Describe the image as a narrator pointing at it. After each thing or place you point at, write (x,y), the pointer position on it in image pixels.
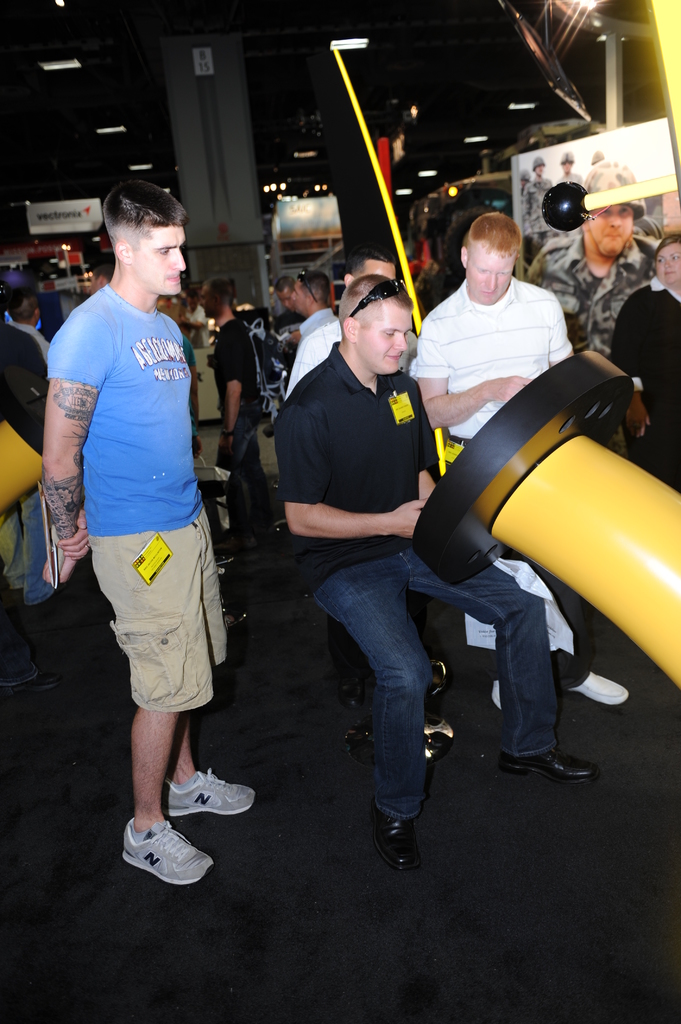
The picture is taken in a room (241,680). In the foreground of the picture (430,332) there are people (142,456). On the right side (541,476) there is an object (549,433), where the person (389,560) is controlling it. In the background (188,139) there are banners (573,173), pillars (234,192) and lights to the ceiling (256,79).
